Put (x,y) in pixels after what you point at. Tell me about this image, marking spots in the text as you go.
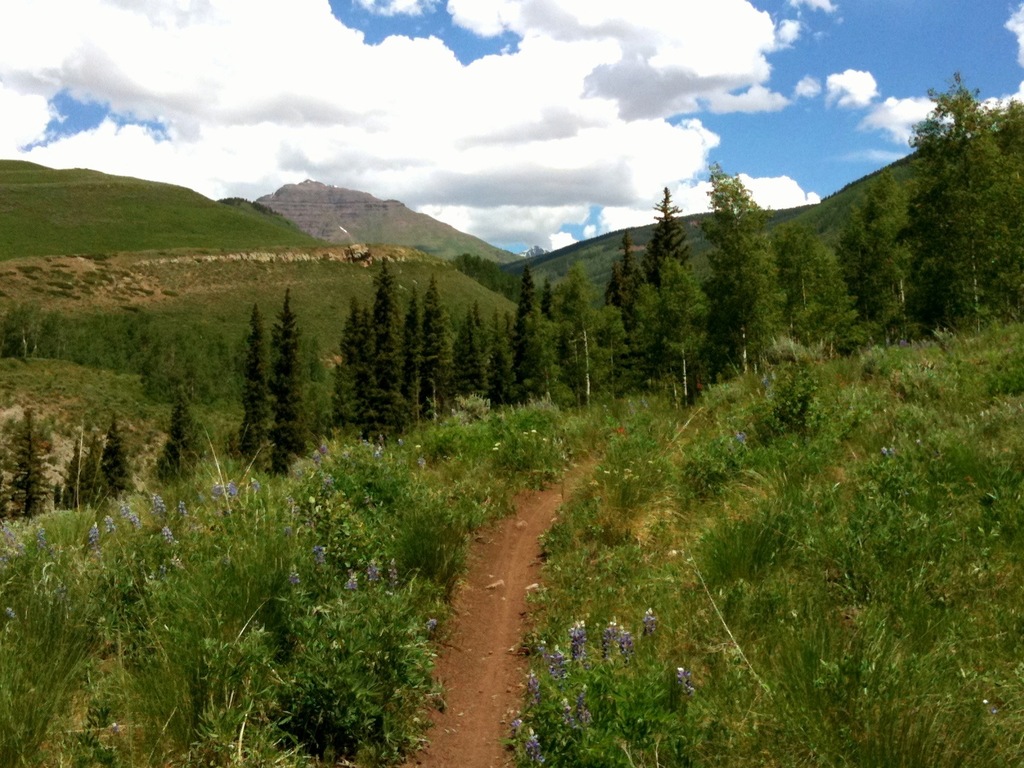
In this picture I can see green grass (495,417). I can see trees (439,299). I can see the hill (369,279). I can see clouds (485,84) in the sky (573,74).
